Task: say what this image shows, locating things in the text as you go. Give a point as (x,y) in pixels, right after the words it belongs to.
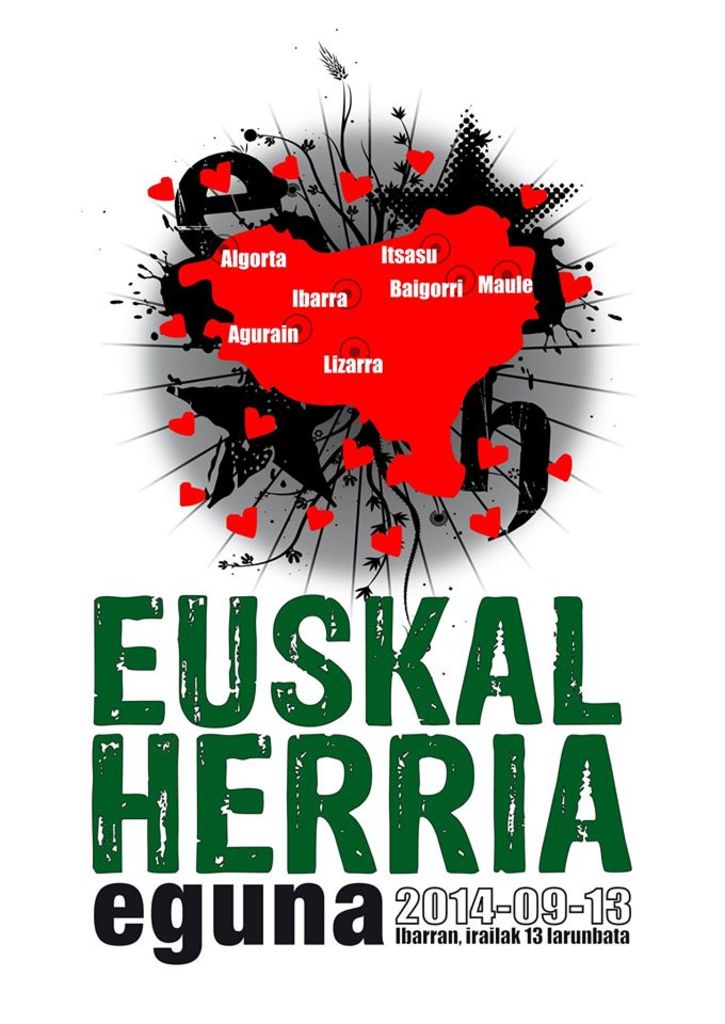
In this image there is poster (531,469) having some text (118,748) in green and black color. Top of it there is a map (360,343) having some location names (318,295) on it. Background (84,980) is white in color.
